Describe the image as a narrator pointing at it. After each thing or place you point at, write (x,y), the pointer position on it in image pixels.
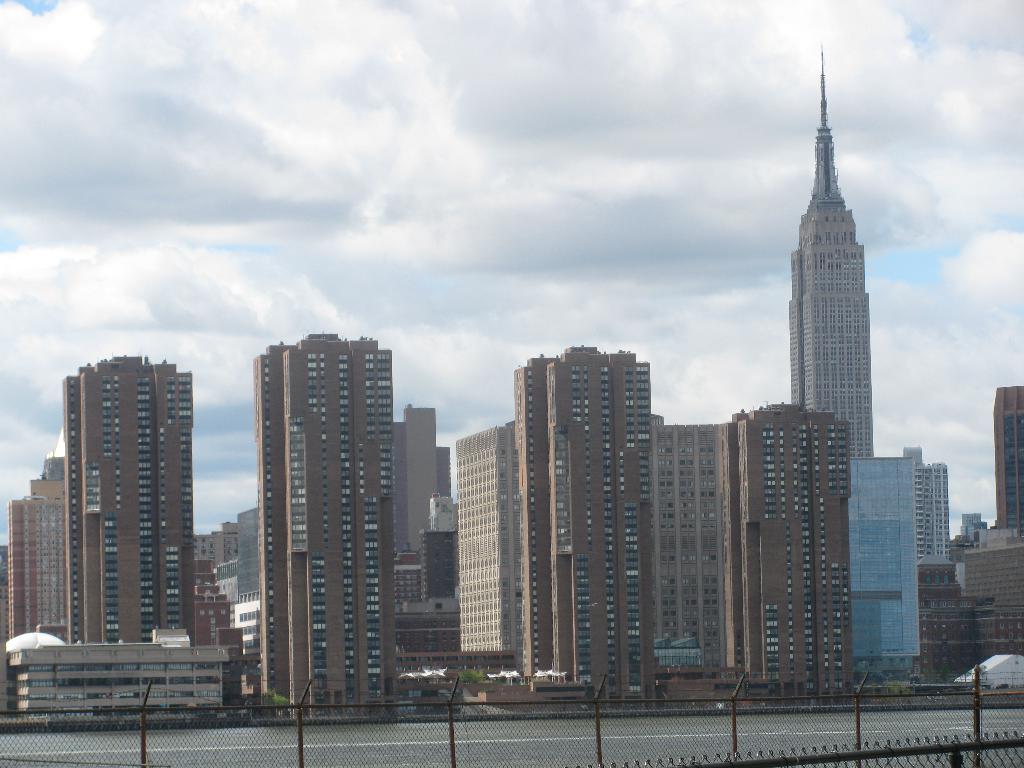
In this image we can see some buildings (506,616), a fence (710,735) and a river (496,717). On the backside (523,324) we can see the sky (288,189) which looks cloudy.
